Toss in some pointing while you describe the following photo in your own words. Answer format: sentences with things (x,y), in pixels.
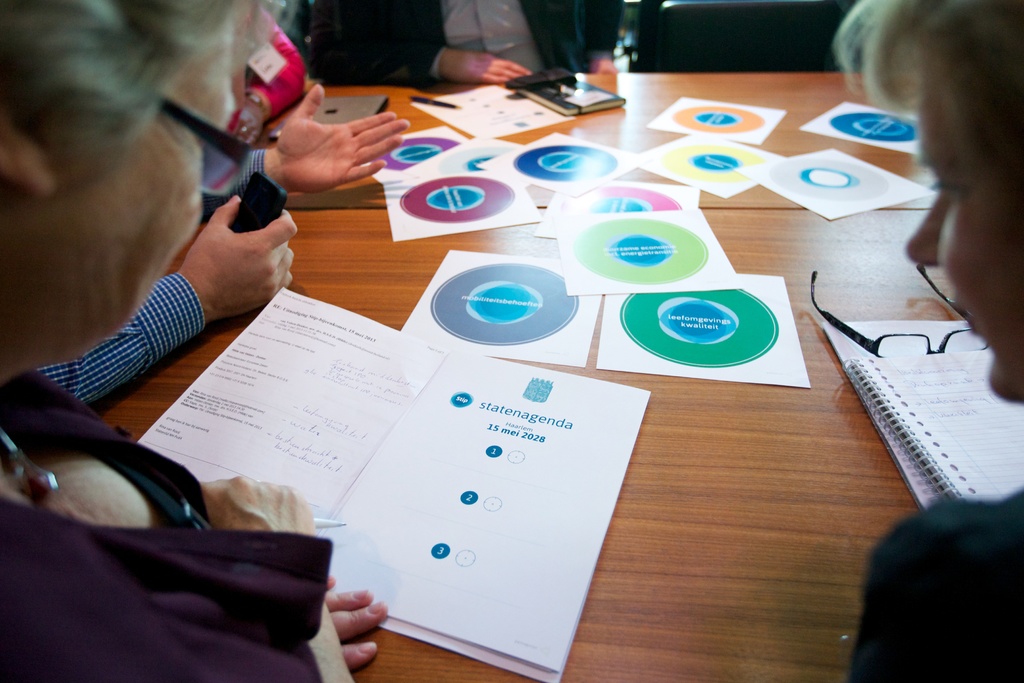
In this image there is a table (628,497) and we can see people (263,17) sitting around the table (760,506). We can see books (1001,417), papers (714,270), glasses (848,325) and tabs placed on the table (676,409).
